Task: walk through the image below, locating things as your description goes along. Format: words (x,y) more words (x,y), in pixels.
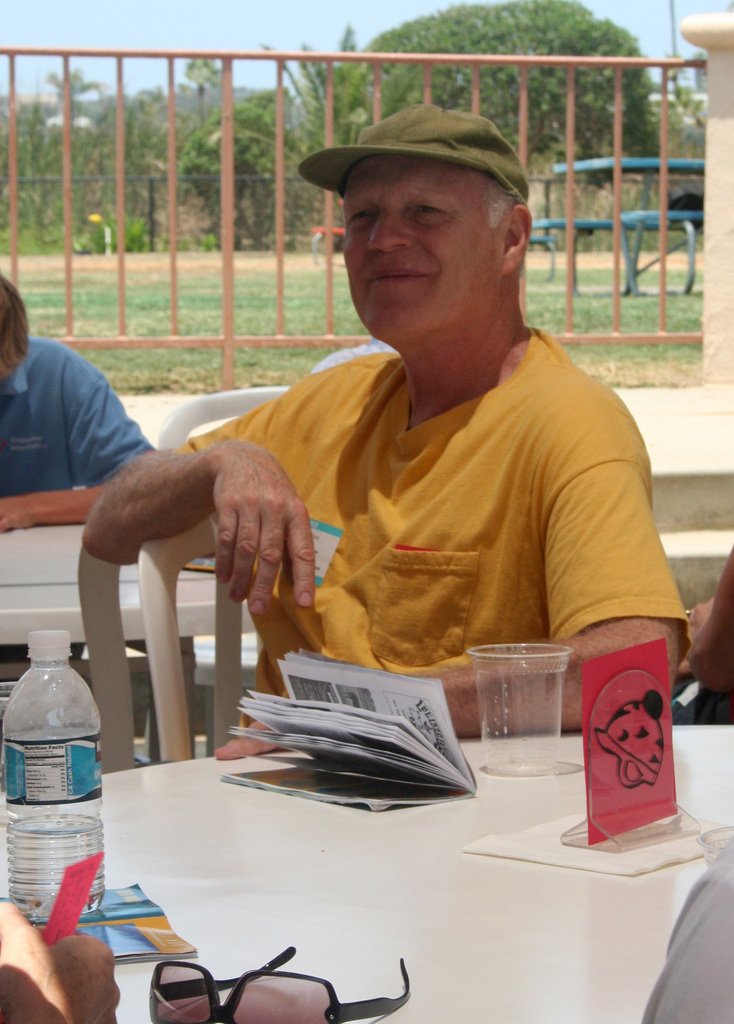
This is an outside view. Here can see a man (292,633) sitting on the chair (226,653) in front of the table (330,937). On the table (319,939) I can see a bottle (49,812), book (250,781), glass (492,697) and goggles (276,986). On the left corner of the image (56,980) I can see only a person's hand (61,981). In the background (583,51) I can see the trees (446,45) and the sky (160,62). This man (370,460) is wearing yellow color t-shirt (480,509) and cap (428,146) on his head (469,189).
